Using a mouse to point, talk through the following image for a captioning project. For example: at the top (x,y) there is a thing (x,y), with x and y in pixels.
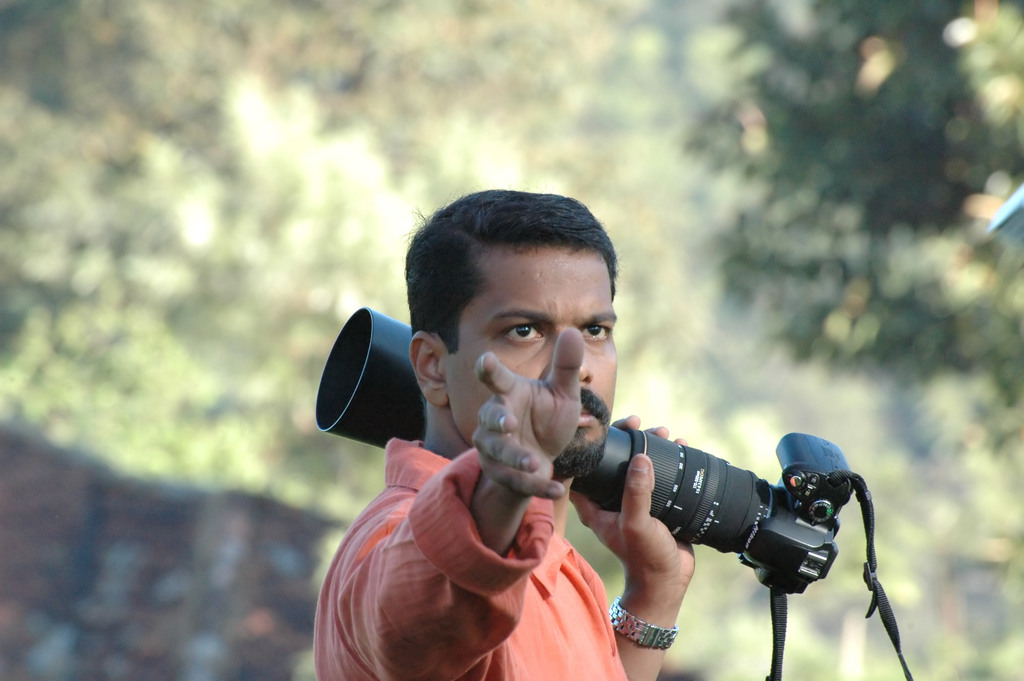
In the image, there is a man (574,313) he is holding a camera (789,482) in his left hand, he is showing some direction to the people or the person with whom he is speaking.
